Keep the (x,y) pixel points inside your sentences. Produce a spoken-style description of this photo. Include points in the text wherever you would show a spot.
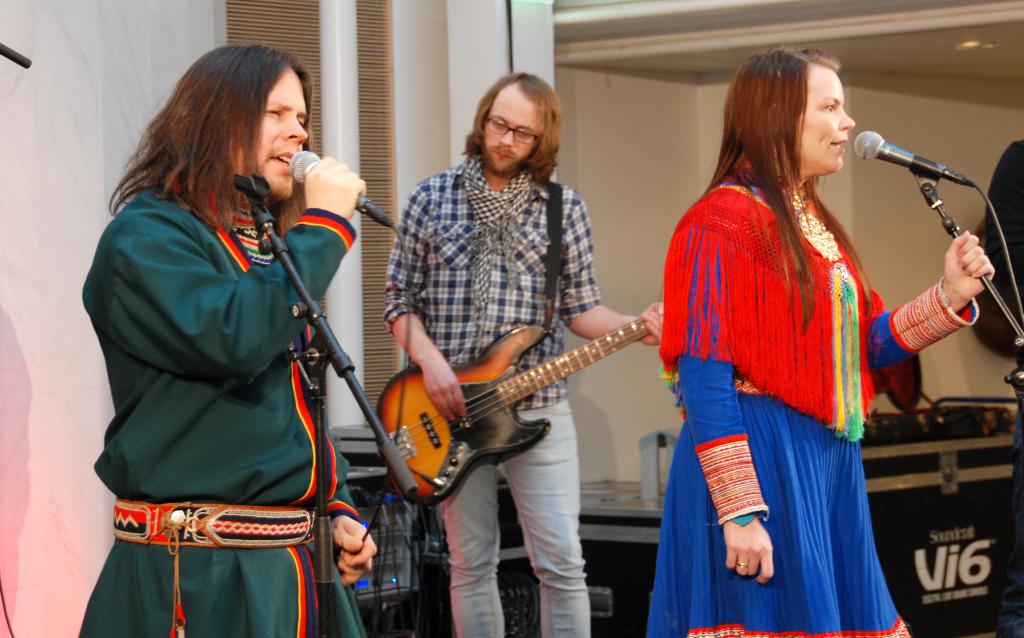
in this image we can see a woman (780,338) standing sing a song and she is holding a microphone (881,150) and back side one man (467,300) is standing and playing a guitar (500,436) and left side of the frame we can see the another person (221,419) standing and singing a song with the help of microphone (363,205) and there are some musical instruments (391,552) at the back side (367,493).
